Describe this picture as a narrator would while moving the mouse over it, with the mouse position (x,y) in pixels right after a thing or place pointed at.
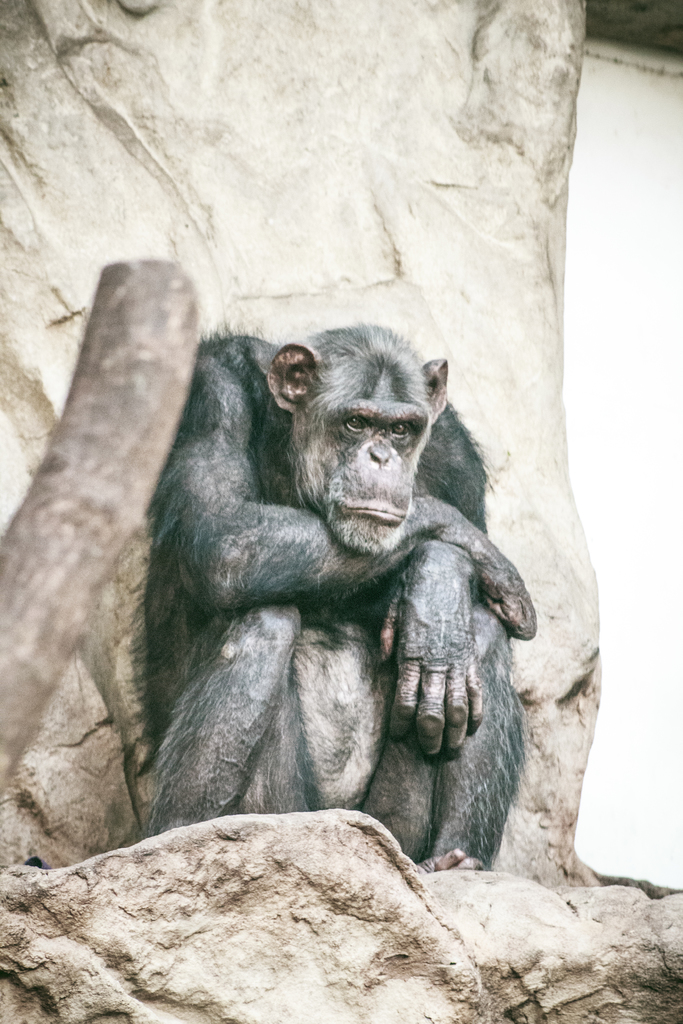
In this image there is a chimpanzee (424,489) sitting on a rock (628,906).
